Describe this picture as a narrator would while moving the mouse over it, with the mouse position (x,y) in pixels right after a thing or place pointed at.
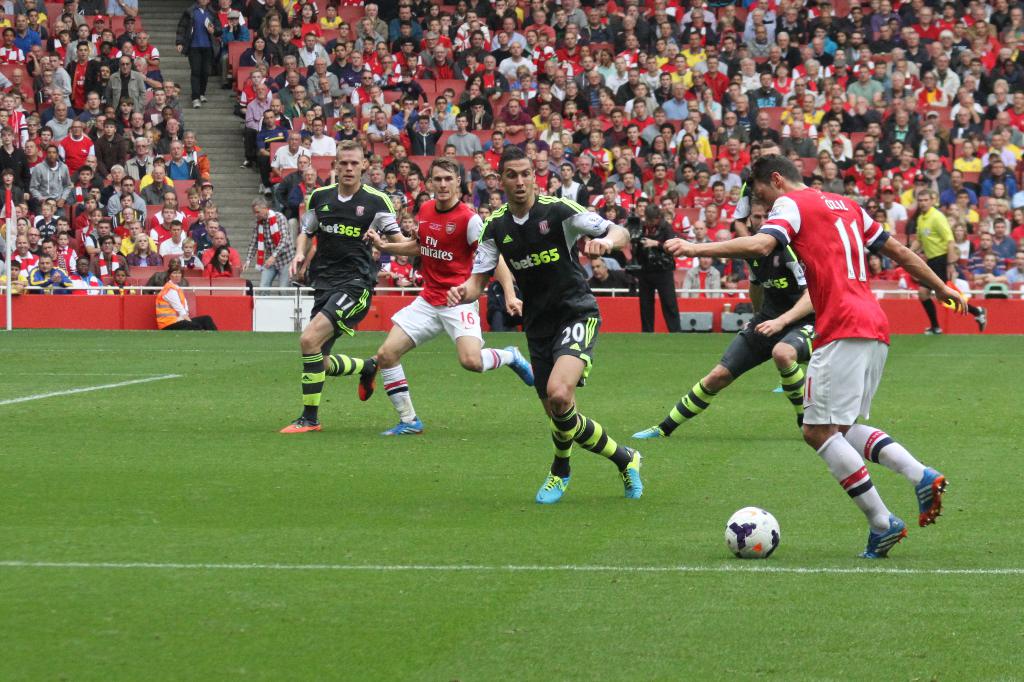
In this image there is a playground (662,482) at the bottom (749,609), there are few persons (811,289) playing a game, there is a ball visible on the ground (785,475), in the middle (612,290) there is the fence (130,319) in the middle (599,287), behind the fence (238,295) there is crowd (833,77) visible.
